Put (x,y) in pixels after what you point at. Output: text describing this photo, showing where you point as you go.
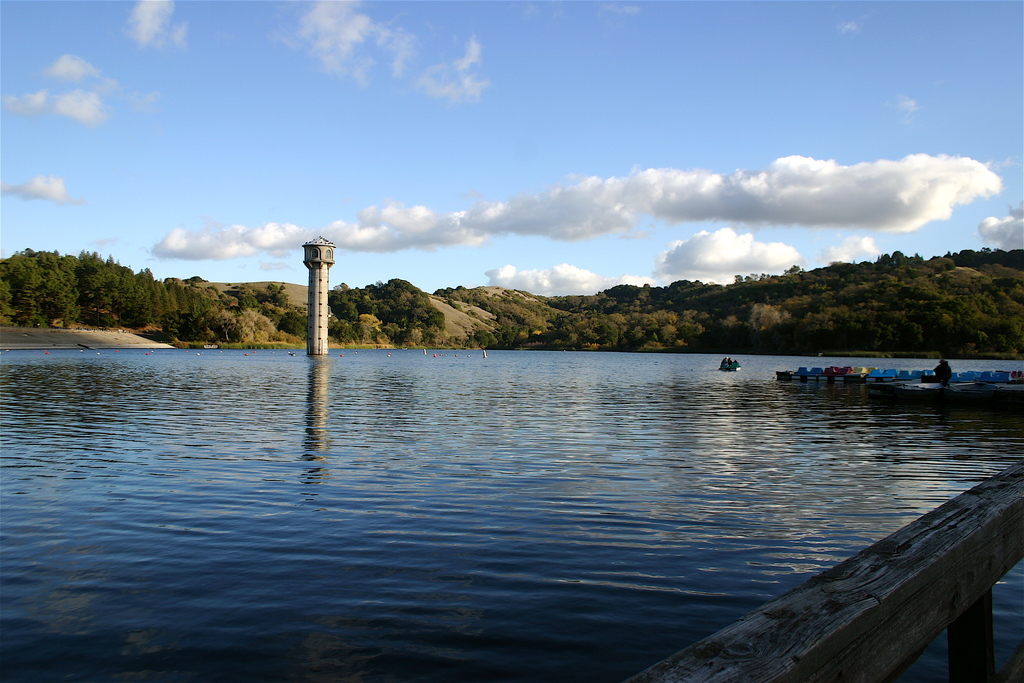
There is a river (570,446) and beside the river (650,439) there is a bridge (850,580). In between the river (357,361) there is a tall tower (314,293) and in the background (880,314) there are many trees (698,315).
